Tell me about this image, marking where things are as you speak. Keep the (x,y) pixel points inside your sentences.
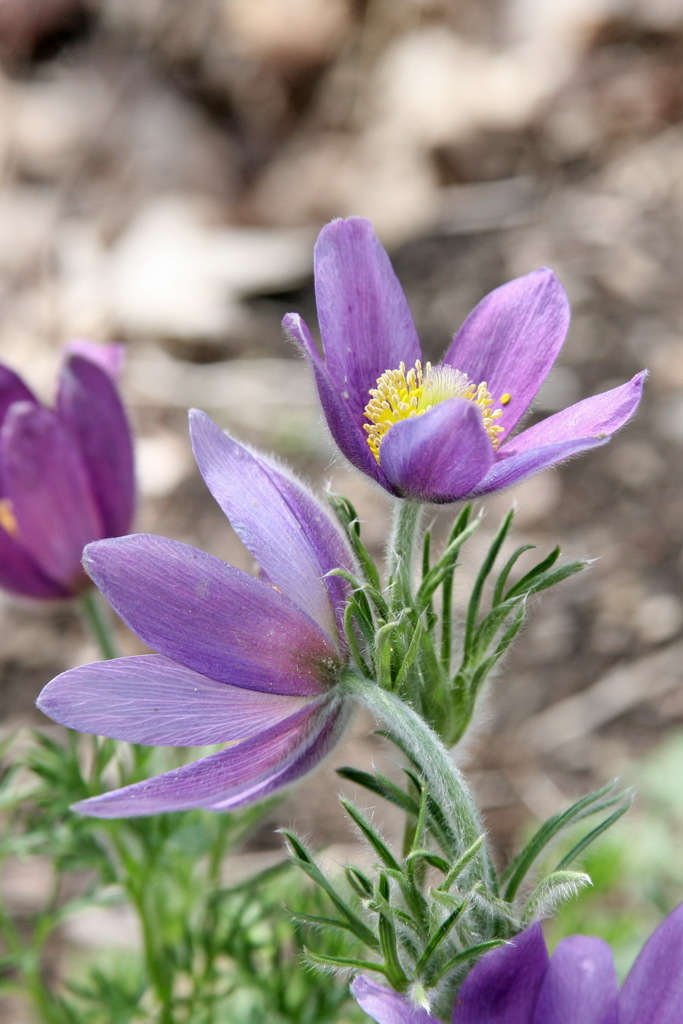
In this picture I can observe violet color flowers (203,561) to the plants (324,701). The background (195,95) is completely blurred.
